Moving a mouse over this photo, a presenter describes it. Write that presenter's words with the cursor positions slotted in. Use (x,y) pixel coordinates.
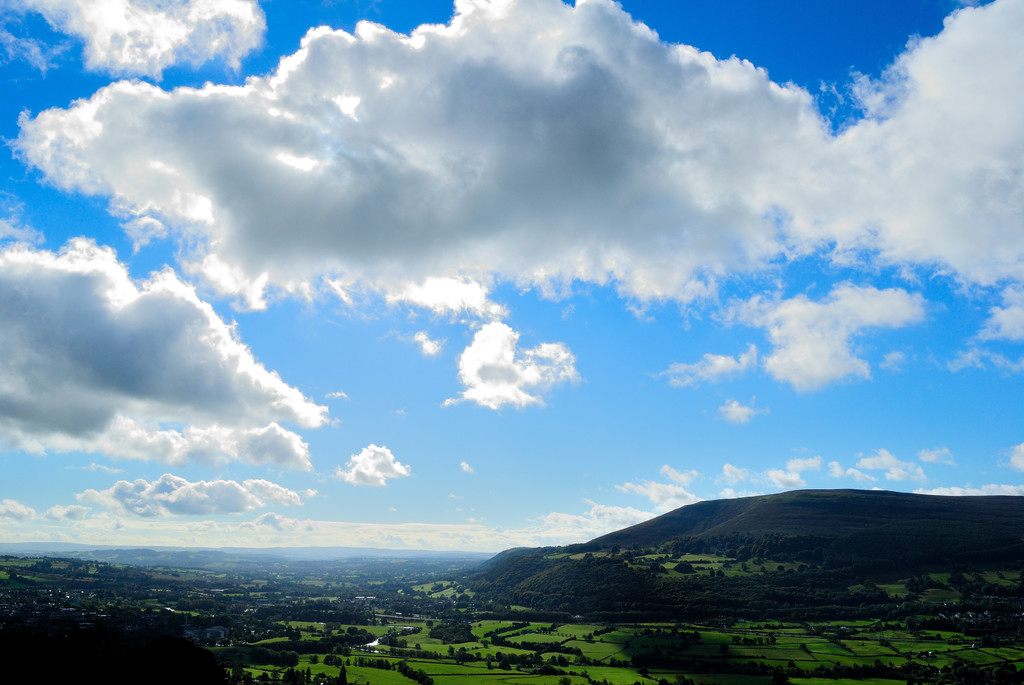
This is an outside view. At the bottom (477,641) there are many trees (332,641) and hills (706,521). At the top of the image (593,126) I can see the sky (373,355) and clouds (504,235).
